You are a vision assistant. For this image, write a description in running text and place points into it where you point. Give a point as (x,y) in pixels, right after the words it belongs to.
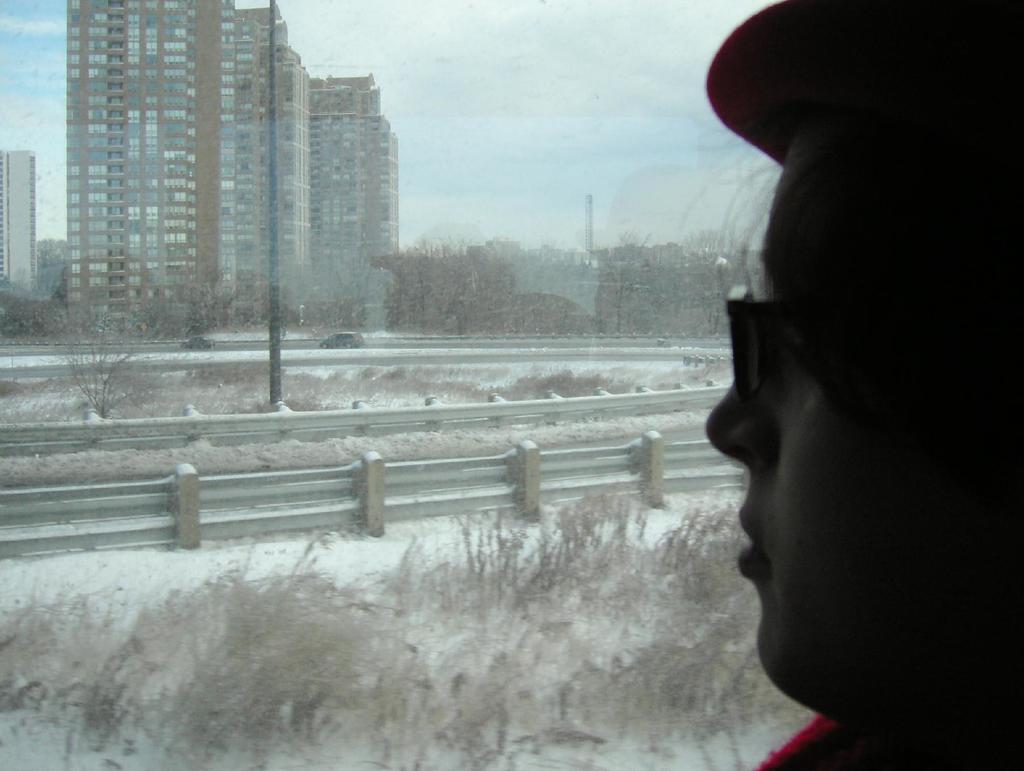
In this picture we can see a person (779,592) wore a cap (826,50) and a spectacle (742,318), fence (50,500), vehicles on the road (468,339), trees (467,326), buildings (252,196) and in the background (602,112) we can see the sky (29,132) with clouds (602,112).
